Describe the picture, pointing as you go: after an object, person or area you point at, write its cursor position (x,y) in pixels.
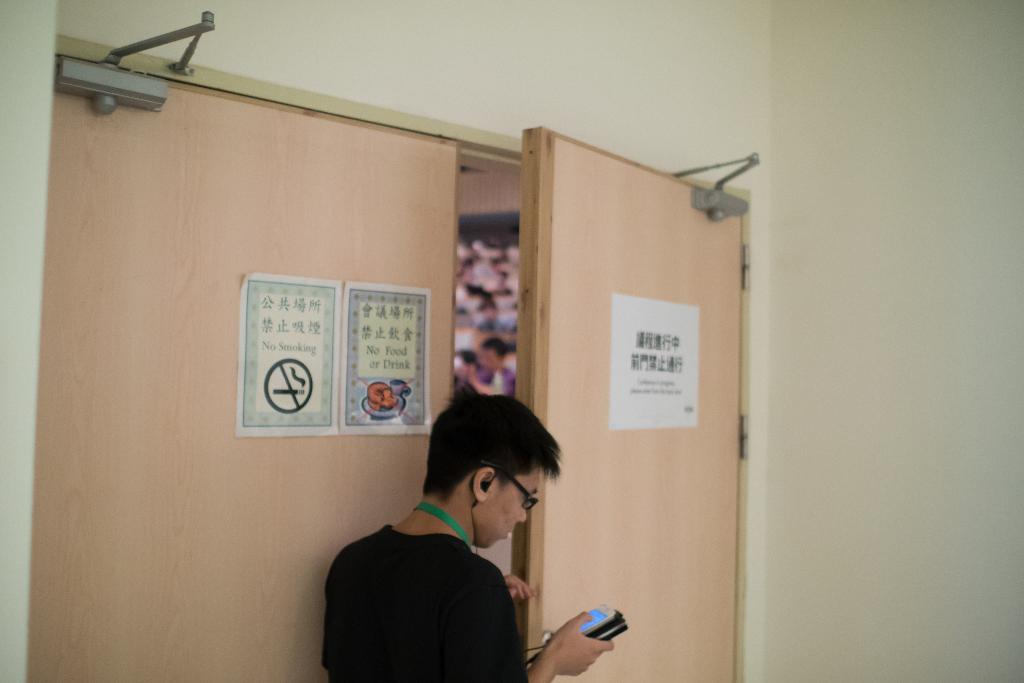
In this image there is a person (465,624) standing and holding a mobile (594,616), in front of him there is a wooden door (402,284) on which there are a few posters (418,378) with some text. In the background (1012,362) there is a wall (663,7).
